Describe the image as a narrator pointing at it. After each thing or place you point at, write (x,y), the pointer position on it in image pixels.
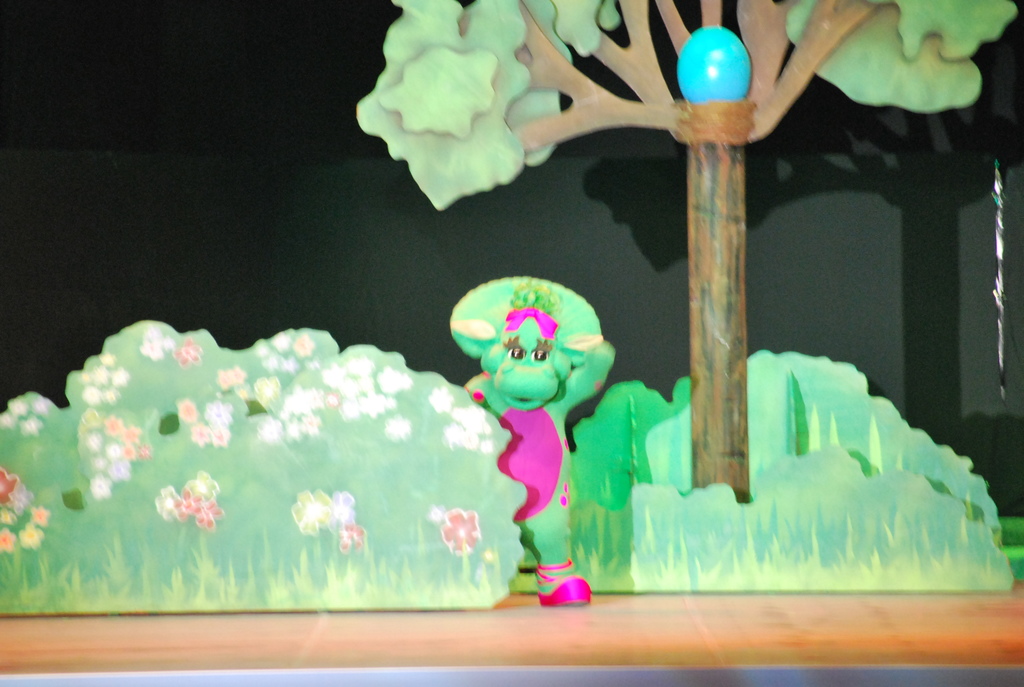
In the image we can see there is a cartoon (549,451) standing on the stage (436,649) and there is a cardboard sheet (197,477) colour as plants (928,533) and kept on the stage (2,636). There is a card board sheet (507,125) of tree (507,125) standing on the ground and there is a big egg (714,68) kept on the tree (711,203).
